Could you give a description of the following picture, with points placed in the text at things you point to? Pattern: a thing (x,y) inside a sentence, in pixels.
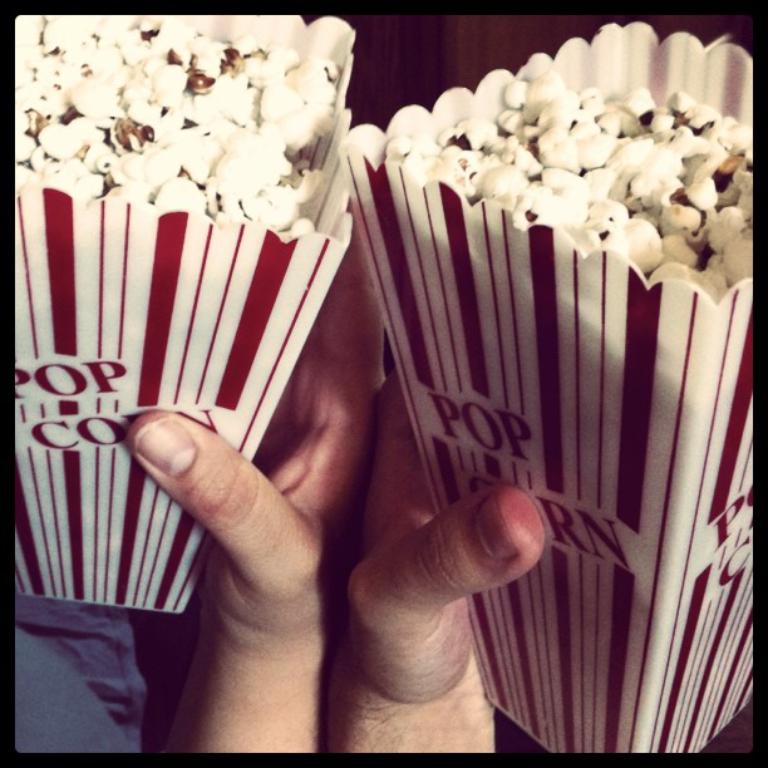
In this image I can see two hands (279,539) holding popcorn packets (467,353) which are in white and red colors.
